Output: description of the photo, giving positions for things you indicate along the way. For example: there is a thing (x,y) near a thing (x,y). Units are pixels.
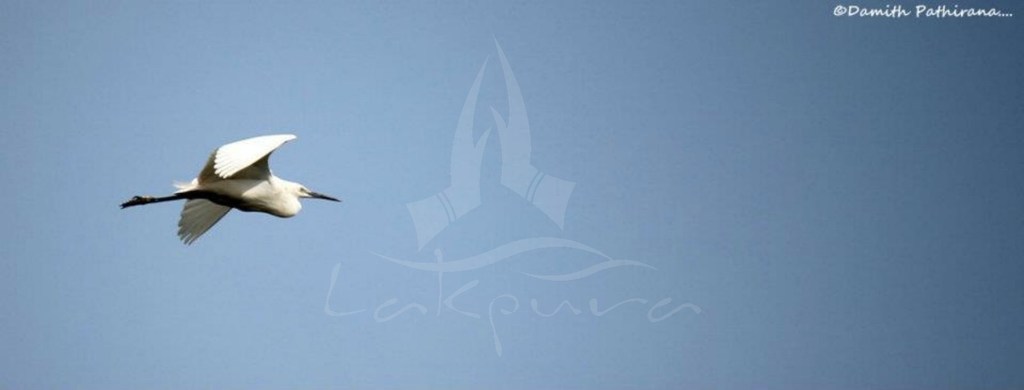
In this picture I can observe a crane (232,204) flying in the air (174,217). The crane (209,204) is in white color. In the background (357,175) I can observe sky (80,178). On the top right side (917,14) there is some text (985,10). In the middle of the picture (545,180) I can observe watermark (470,192).
